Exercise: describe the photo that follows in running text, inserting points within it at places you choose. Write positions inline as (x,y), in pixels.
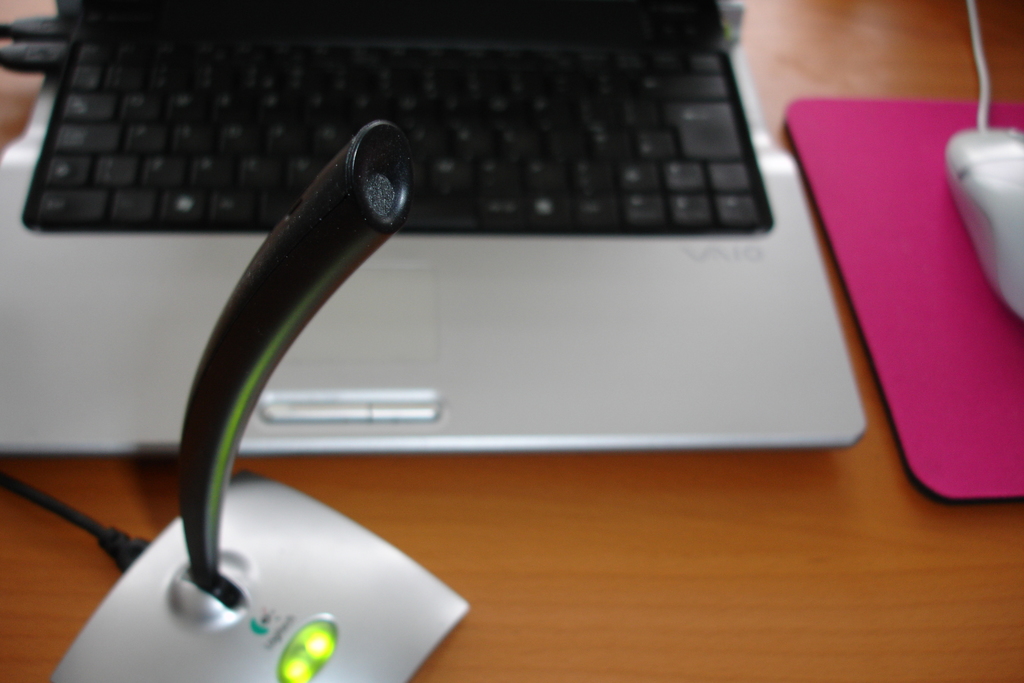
In the image we can see table (512,481). On table (369,489), there is a laptop (622,341) and mouse (988,181).
